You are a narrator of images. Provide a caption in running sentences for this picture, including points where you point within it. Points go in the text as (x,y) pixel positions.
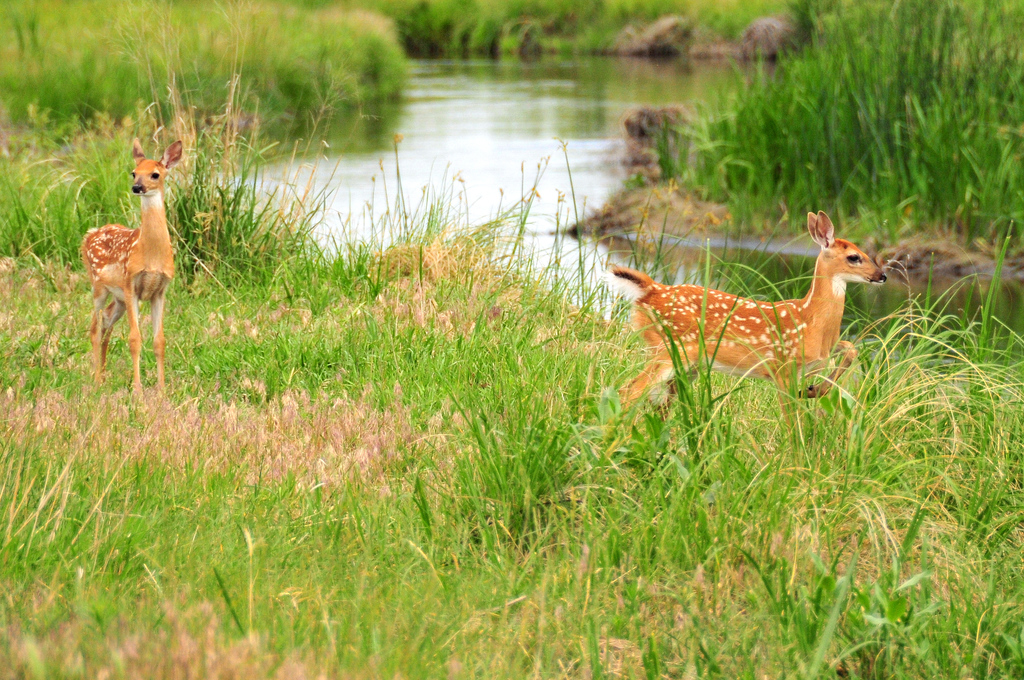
In this image we can see animals (810,282). At the bottom (525,521) there is grass (525,521). In the background (609,105) there is water (592,149).
